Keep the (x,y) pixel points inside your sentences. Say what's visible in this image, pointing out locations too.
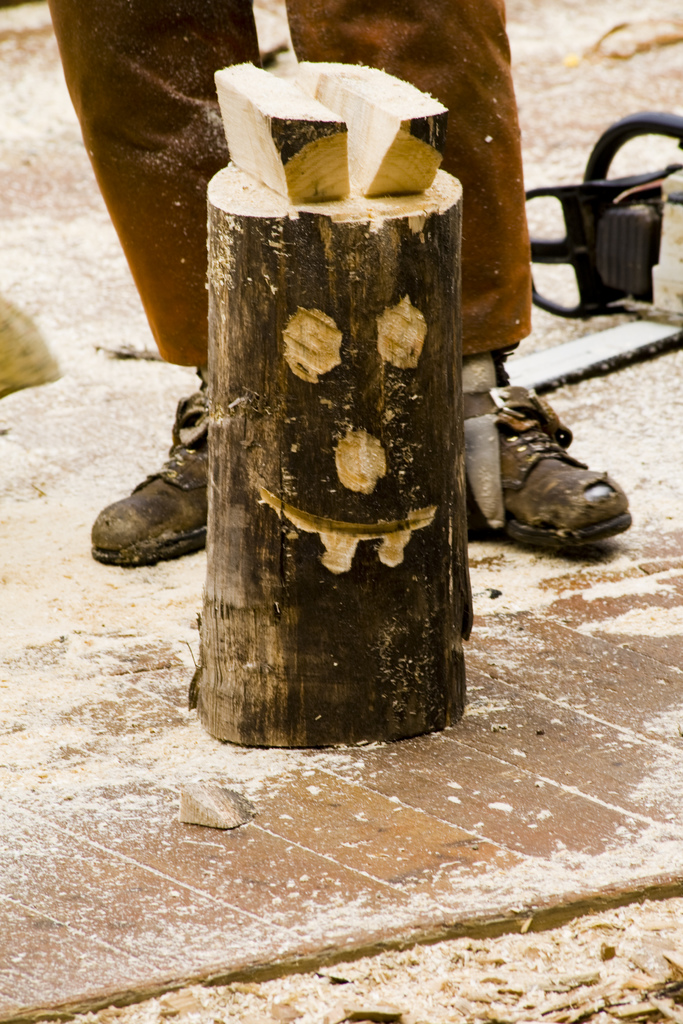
In this image I can see a wooden pole (232,548), at back (444,67) I can see human (438,83) standing wearing brown pant (446,76) and black shoe (561,476). At right (648,250) I can see some object (656,230) in black color.
